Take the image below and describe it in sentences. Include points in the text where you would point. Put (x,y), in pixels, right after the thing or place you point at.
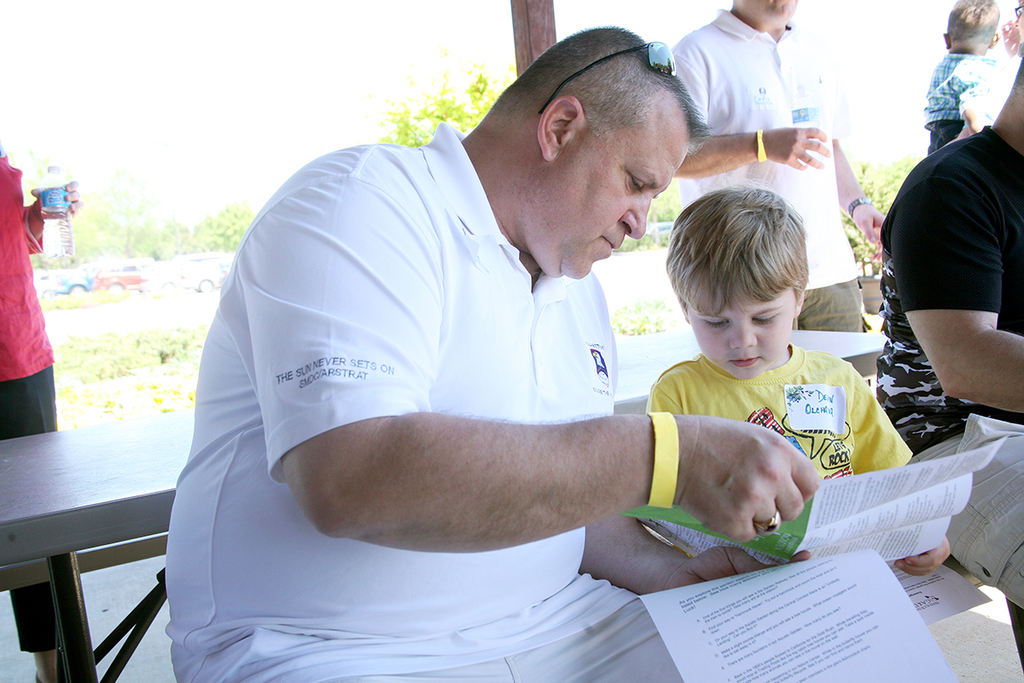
In the middle of the image (390,229) few people (719,457) are sitting and holding papers (817,608). Behind them there is a table (59,436) and few people (2,263) are standing and holding bottles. Behind them there are some trees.
